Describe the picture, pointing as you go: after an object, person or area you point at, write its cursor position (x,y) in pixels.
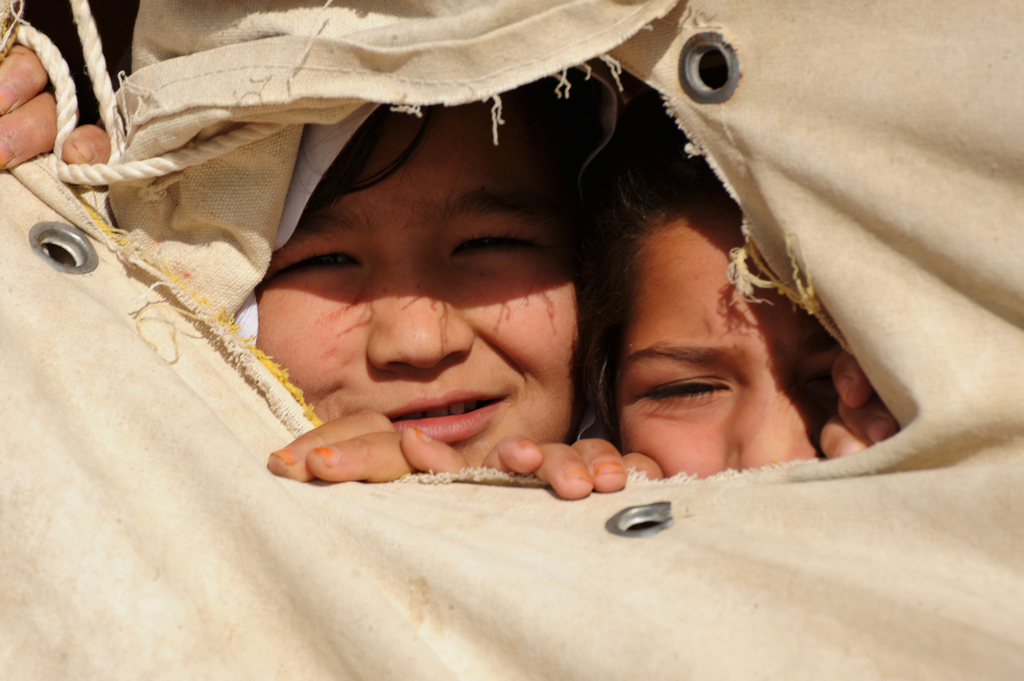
In this image, I can see two people (699,369) peeking out through the cloth (677,82). I think these are the eyelets (648,509). This looks like a rope (92,60).
